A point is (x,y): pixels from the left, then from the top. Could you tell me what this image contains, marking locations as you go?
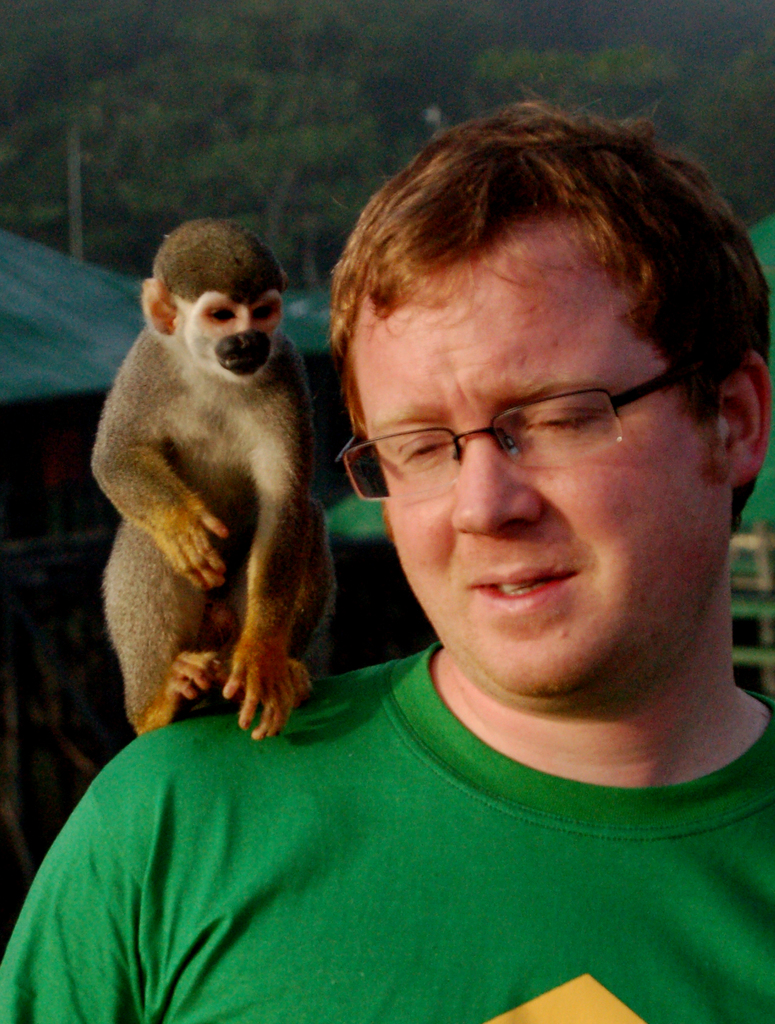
In the image there is a man (565,752) who is having monkey (284,693) on his shoulders (303,723). In background (233,124) there are trees (98,156), hut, pole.
